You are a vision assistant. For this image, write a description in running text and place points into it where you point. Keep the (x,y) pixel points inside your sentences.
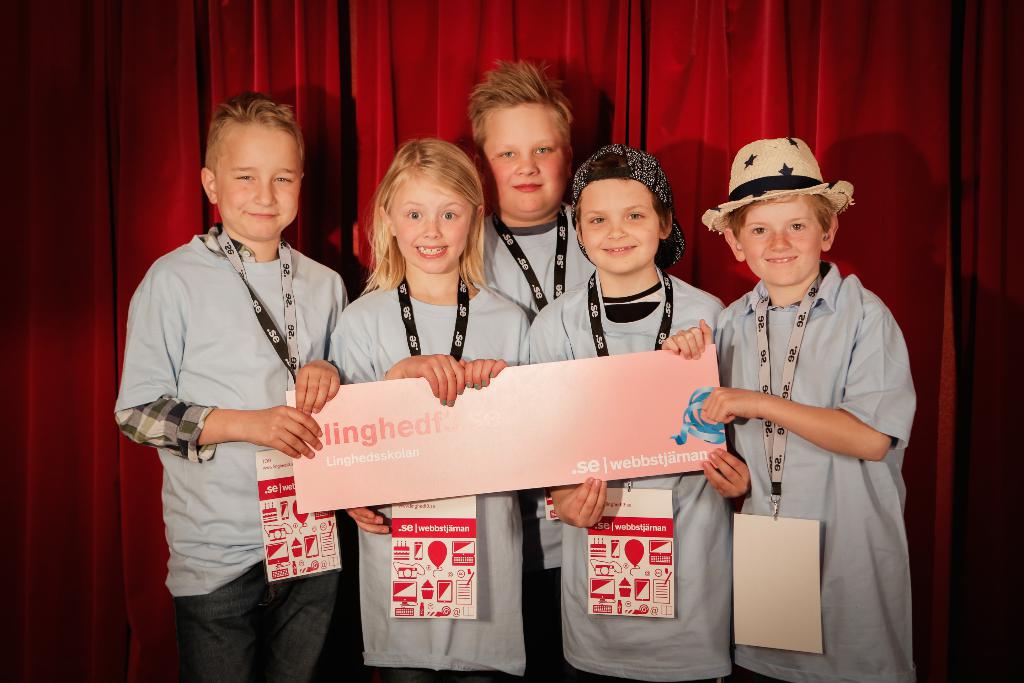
In the center of the image (414,302) there are children (472,368) standing wearing Id cards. There are holding a board (520,454) with some text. In the background of the image (601,80) there is a red color curtain (416,80).
